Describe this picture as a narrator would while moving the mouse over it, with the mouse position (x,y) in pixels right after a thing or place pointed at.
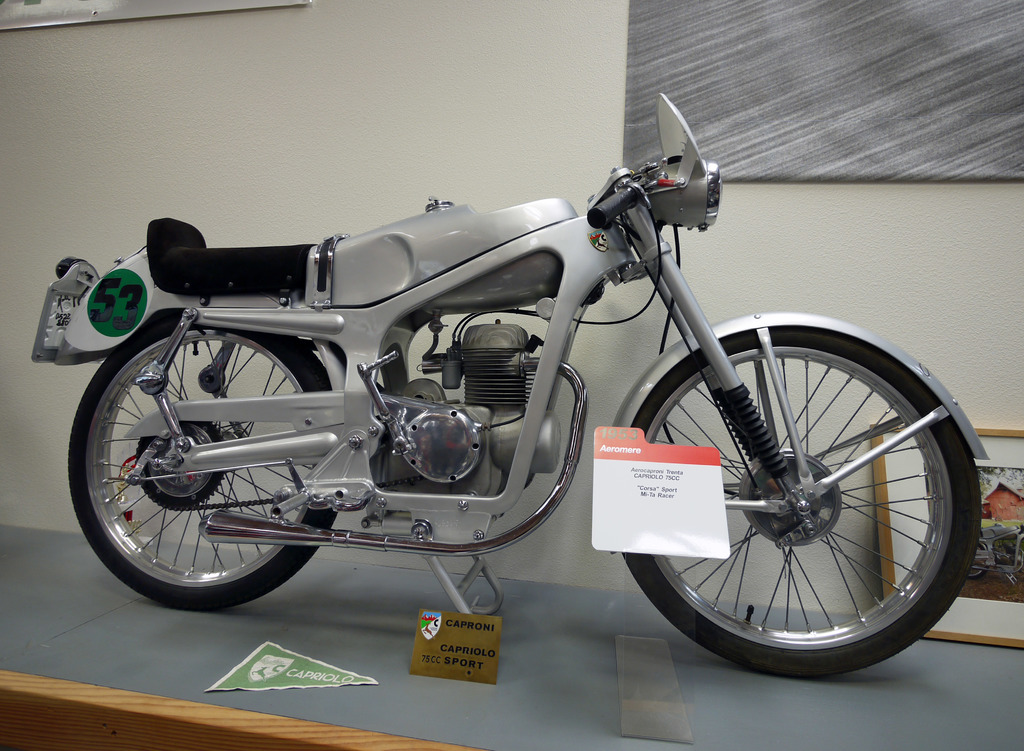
In this image there is a silver color bike (728,641) standing on the table top (169,635). Behind there is a white color wall (623,146) and a grey color fabric frame (860,103).
